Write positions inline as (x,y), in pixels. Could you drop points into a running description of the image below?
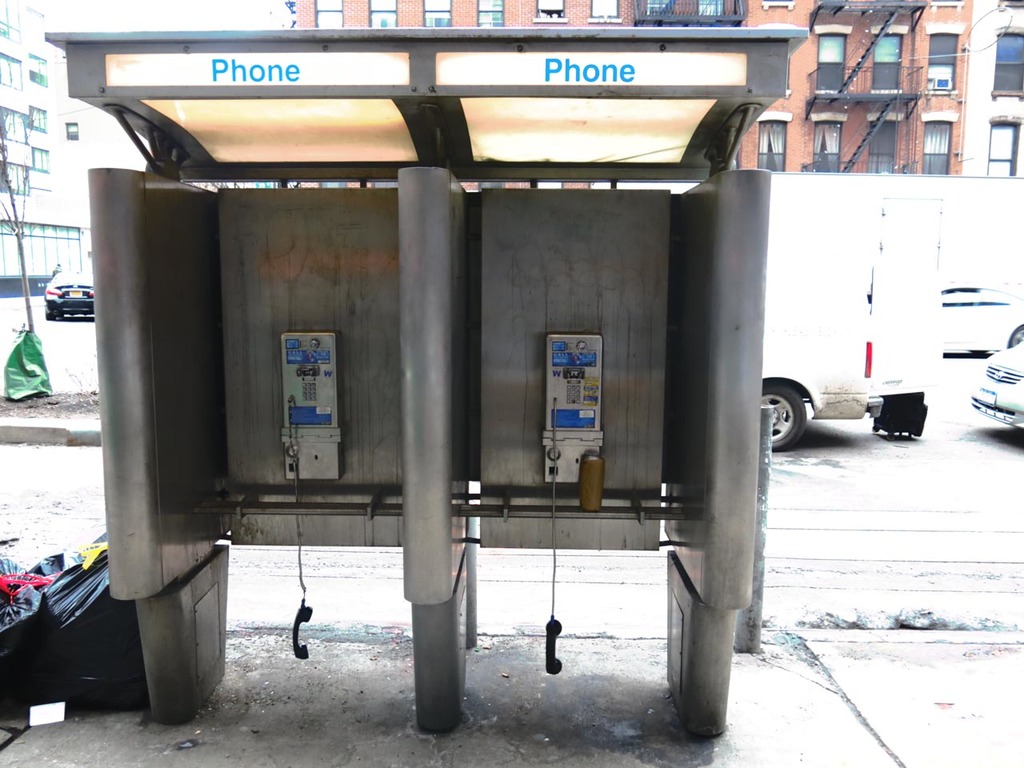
There is a telephone booth (374,63) on a footpath (431,761). Beside this footpath (311,763), there is a black color bag (88,661). In the background (773,533), there are vehicles (787,261) on the road (1018,497), there is a tree (5,210) and there are buildings (918,9) which are having glass windows (40,76).
